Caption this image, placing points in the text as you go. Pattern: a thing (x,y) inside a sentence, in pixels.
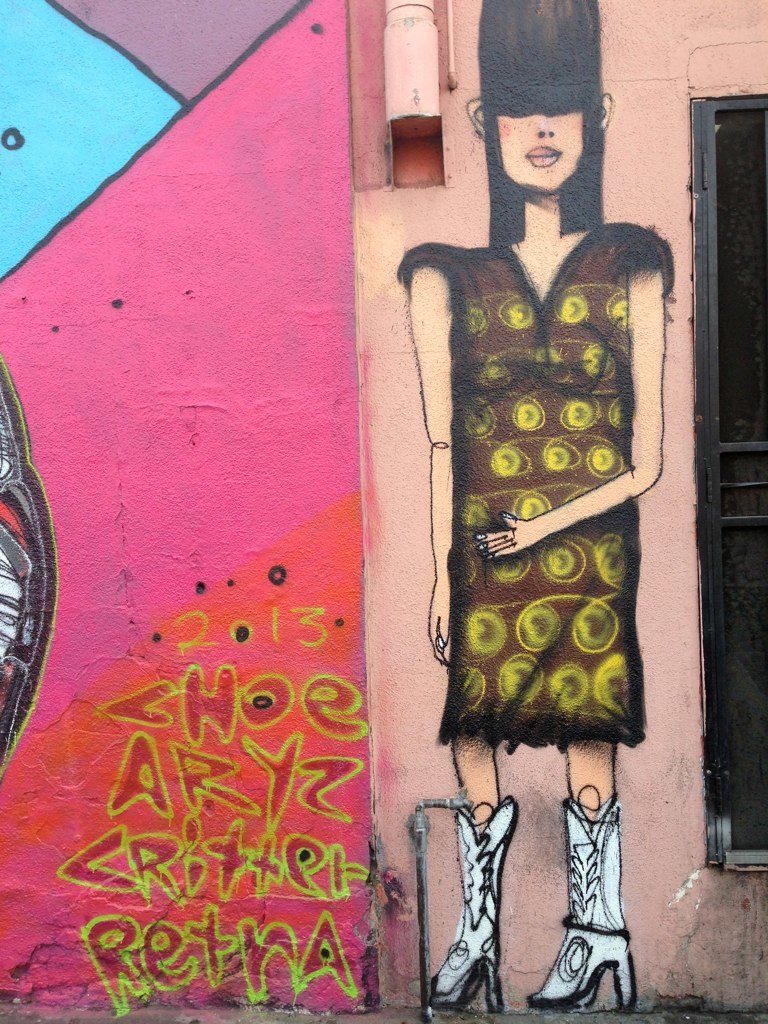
In the image we can see there is a painting (500,607) of a woman (584,488) standing and wearing boots (601,930). The wall (256,541) is colourfully painted.
